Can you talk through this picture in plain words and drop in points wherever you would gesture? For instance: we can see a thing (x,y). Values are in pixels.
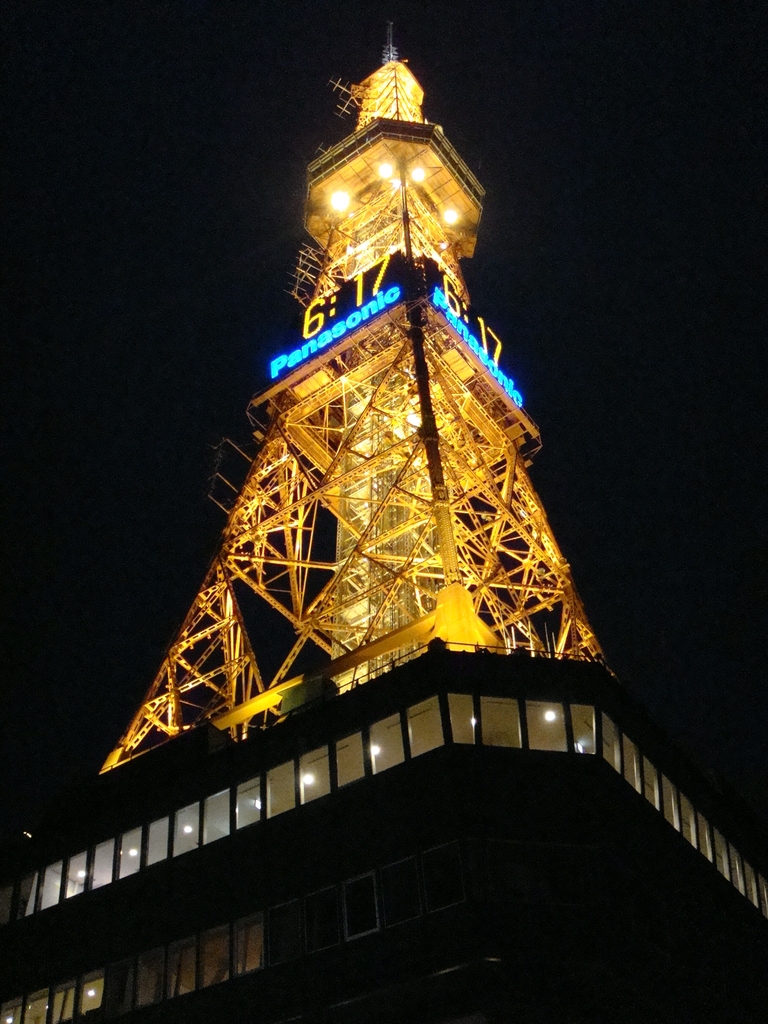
In this picture we can see a tower (322,506) with lights (340,330) on the building (340,812). Behind the building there is a dark background (41,628).
